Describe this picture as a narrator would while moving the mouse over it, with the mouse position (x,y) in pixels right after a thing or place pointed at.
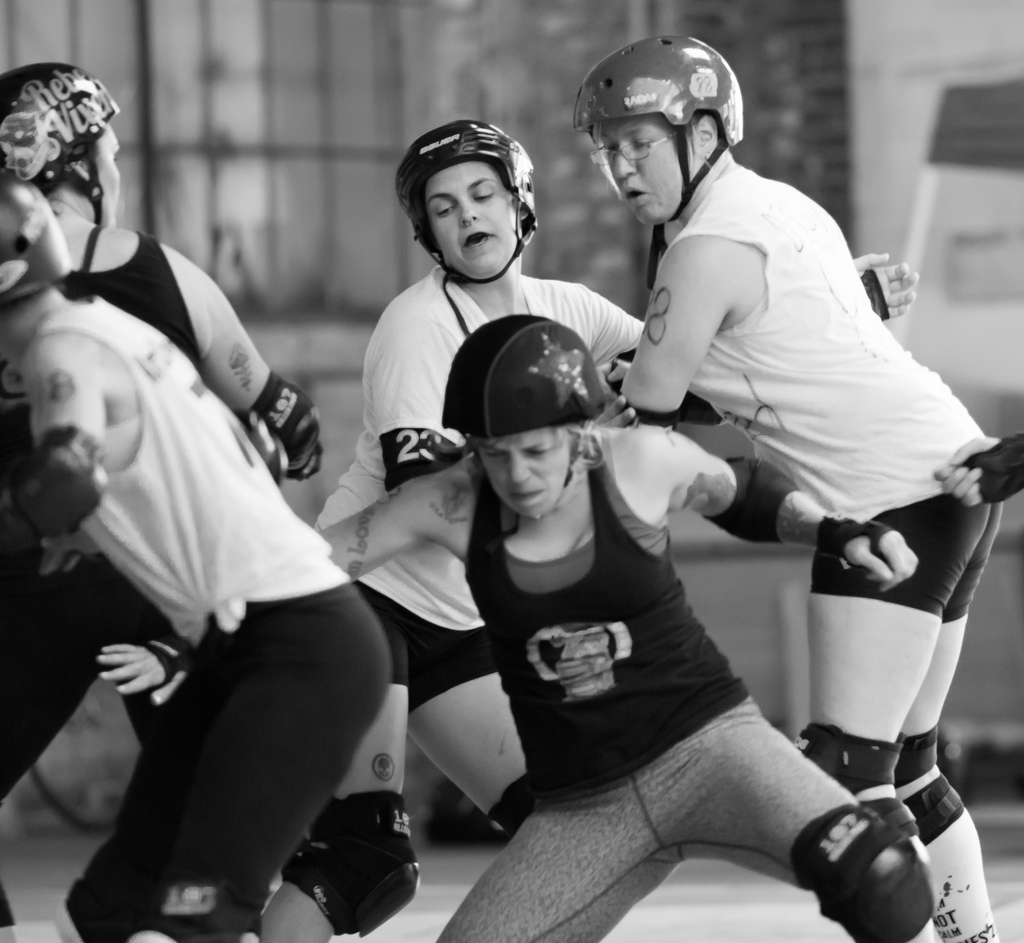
This is a black and white image. There are a few people (645,343) wearing helmets (543,390). We can see the ground (702,941) and the blurred background (867,109).
